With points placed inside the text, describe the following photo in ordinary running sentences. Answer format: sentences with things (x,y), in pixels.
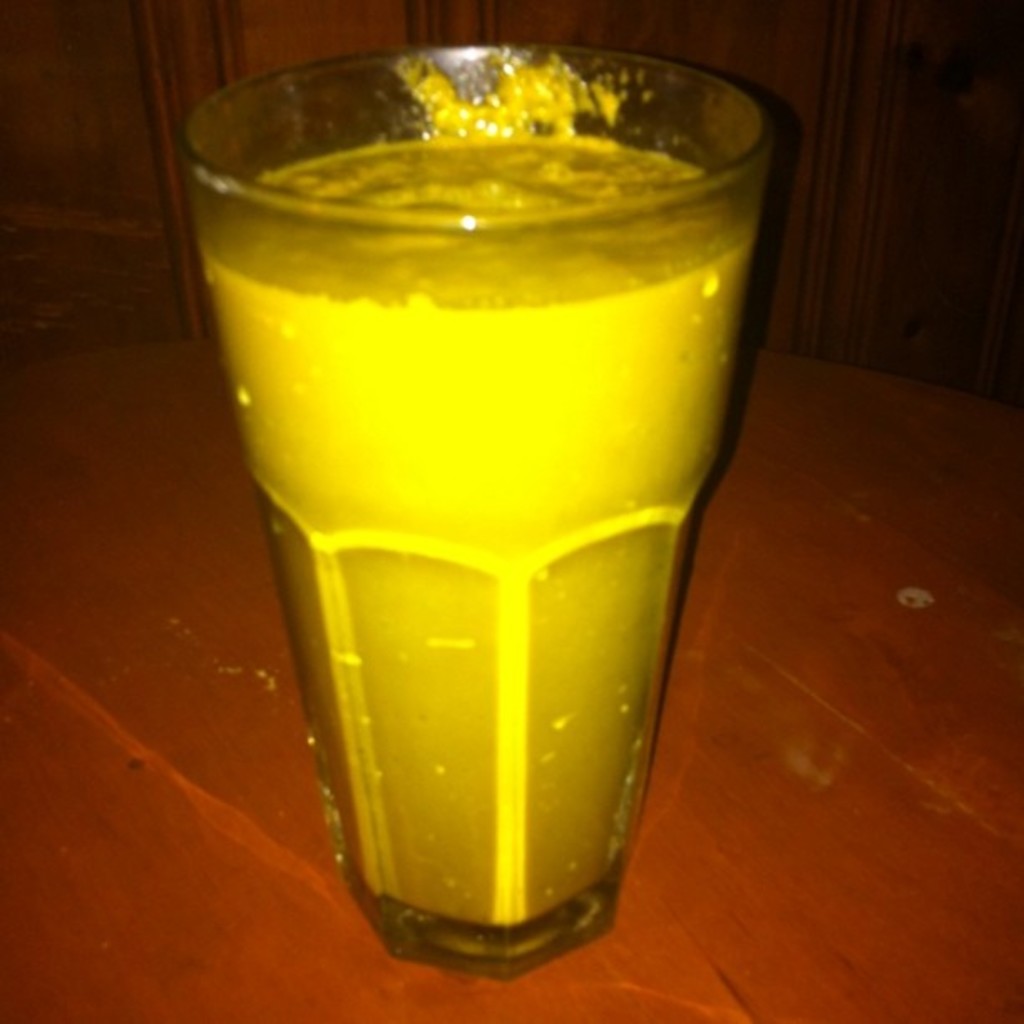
As we can see in the image there is a table (106,480). On table (708,622) there is glass (420,560).
